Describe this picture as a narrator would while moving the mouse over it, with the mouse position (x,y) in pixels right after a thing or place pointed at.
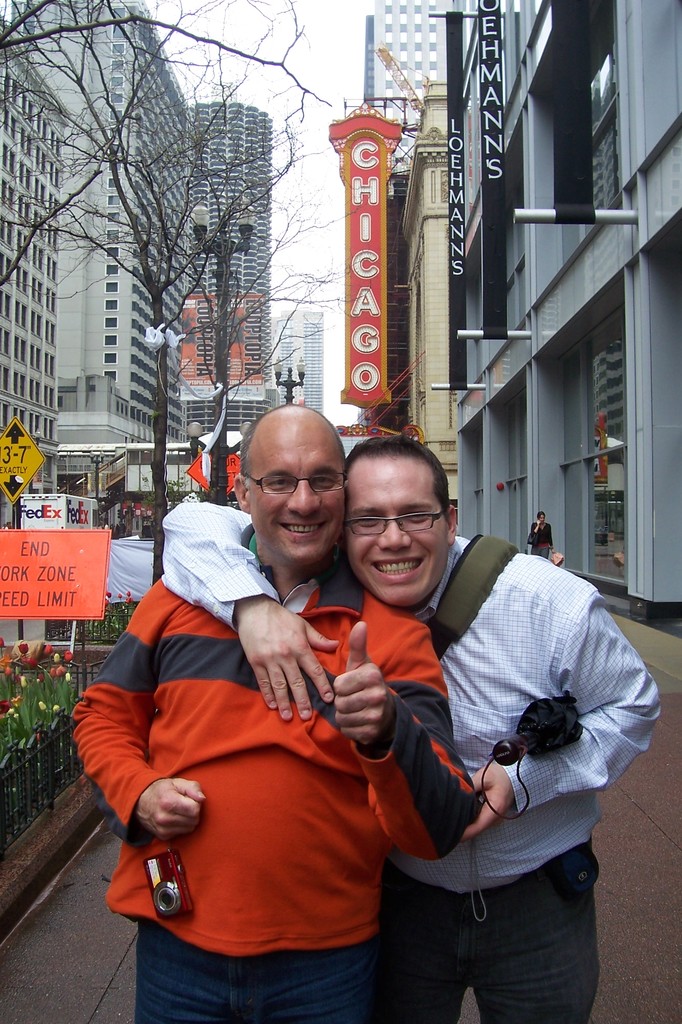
In this image, I can see two men (341,730) standing and smiling. On the left side of the image (41,737), I can see the plants (32,693) with flowers (70,653) and there are boards (76,537). I can see street lights (220,302), trees (276,242), buildings (313,344) and another person (539,553) standing. In the background (297,267), there is the sky (306,239).
